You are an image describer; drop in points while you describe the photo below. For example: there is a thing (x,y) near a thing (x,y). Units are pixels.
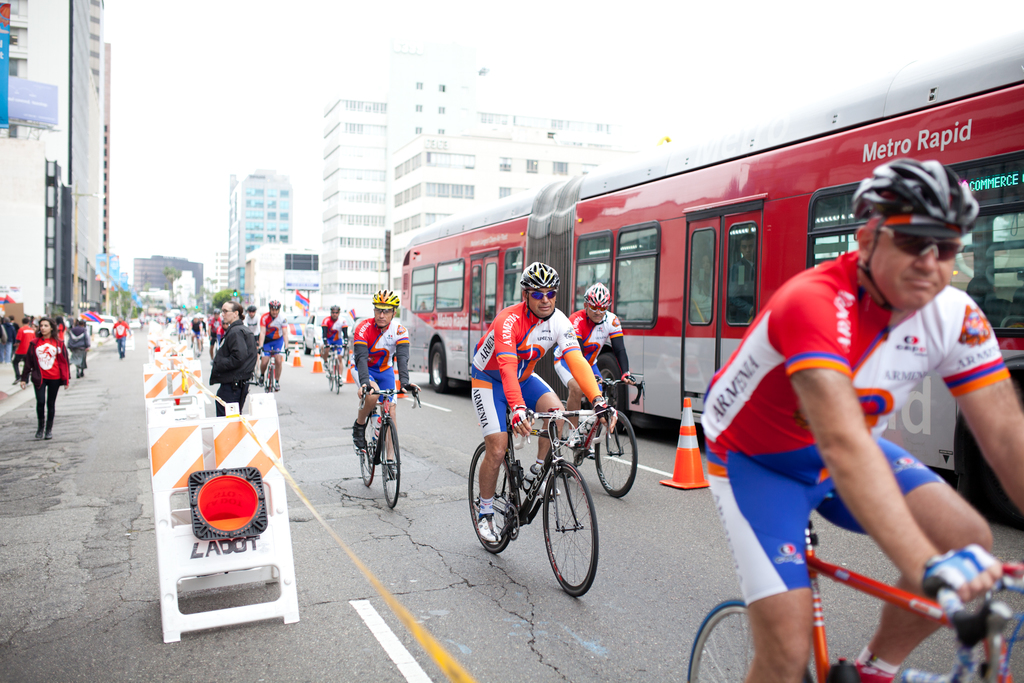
In this image I can see group of people (605,332) some are riding bicycle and some are walking on the road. I can also see few board (211,549) in the middle of the road (324,654). I can see a bus (730,224) in red color, background (276,240) I can see buildings (409,234) in white and sky (168,75) is also in white color.
